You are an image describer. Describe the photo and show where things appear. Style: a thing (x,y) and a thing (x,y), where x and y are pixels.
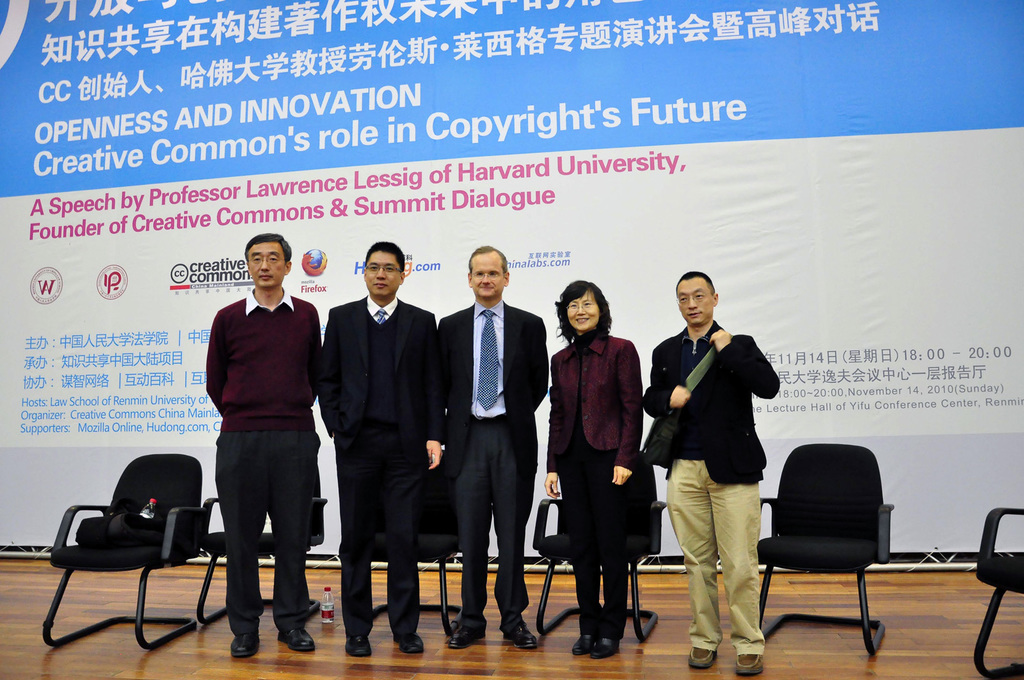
In the background (848,160) we can see the hoarding (578,98). In this picture we can see the platform (935,635). On the platform (321,645) we can see the chairs (857,559), water bottle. We can see the people (382,435) are standing.
